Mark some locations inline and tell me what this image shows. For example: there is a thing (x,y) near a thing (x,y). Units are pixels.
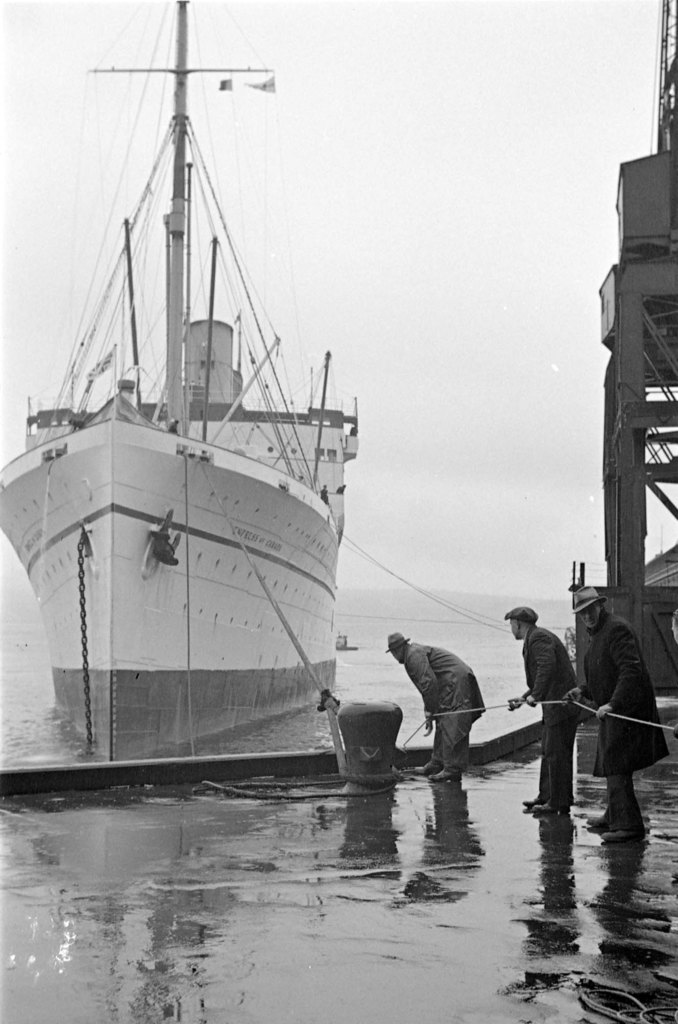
In the image I can see here is a ship (297,573) on the water (346,664), beside that there are people (562,764) standing on the harbor (573,955) holding a rope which is connected with the ship (328,528).
